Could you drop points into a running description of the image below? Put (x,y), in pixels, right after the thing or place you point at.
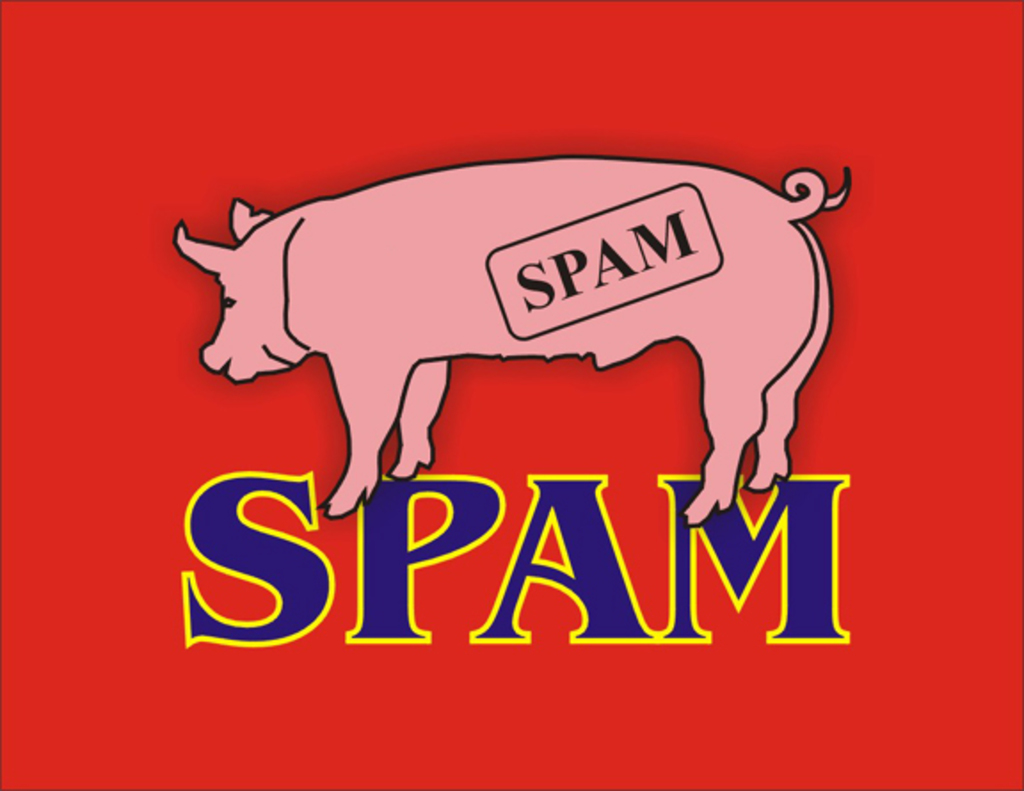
In this image we can see an animated animal (533,342). There is a red background (466,608) and having some text (281,566) on the image.
